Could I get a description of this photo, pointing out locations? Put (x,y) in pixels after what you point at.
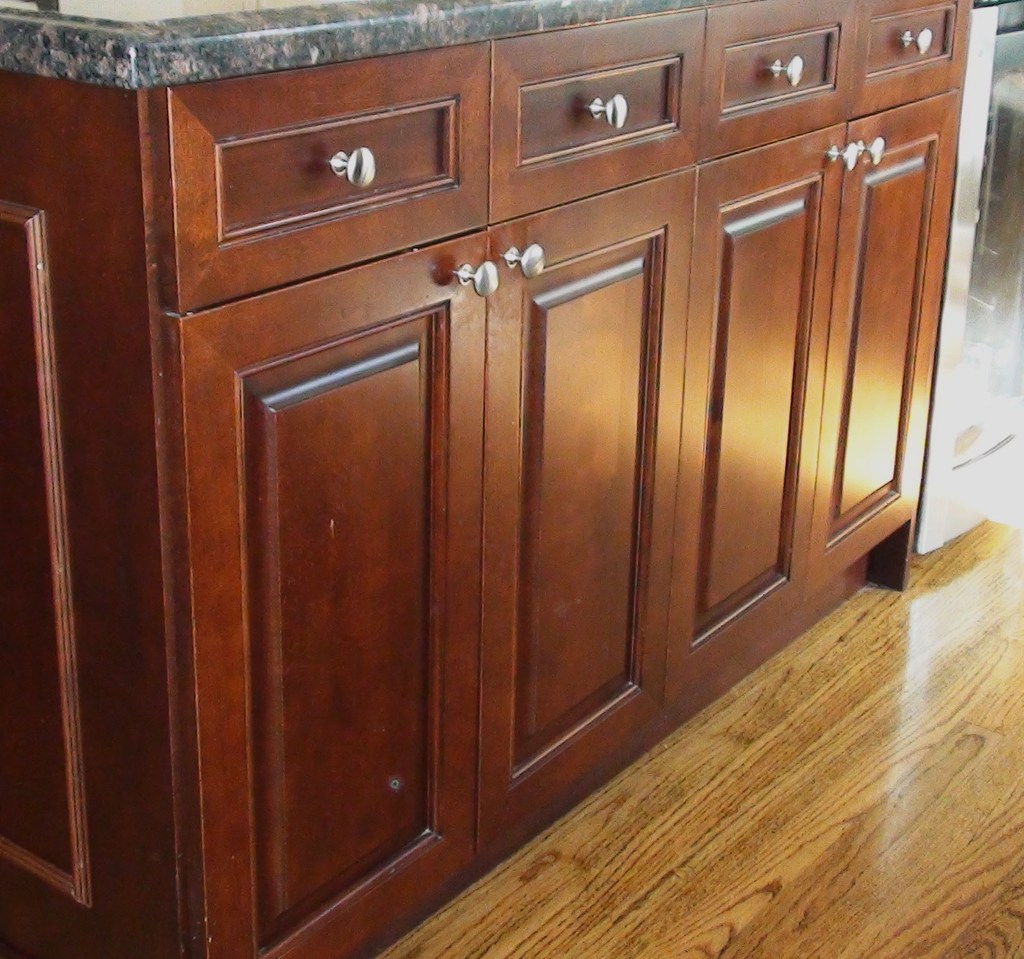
In the middle of this image (444,377), there is a wooden cupboard (906,307) arranged on the floor (929,561). In the background (969,362), there is an object (972,419).
